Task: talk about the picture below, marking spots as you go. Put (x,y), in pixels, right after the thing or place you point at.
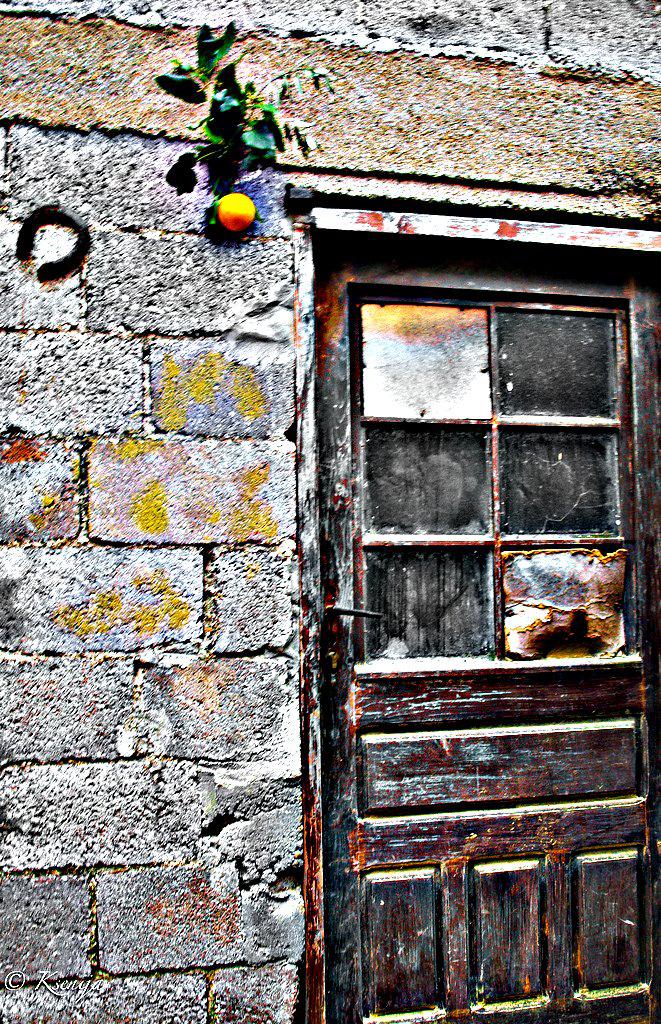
On the right of this picture (512,827) we can see a wooden door (510,520). In the center (259,470) we can see the leaves (254,138) and an object (242,211) and we can see the stone wall (127,201).
